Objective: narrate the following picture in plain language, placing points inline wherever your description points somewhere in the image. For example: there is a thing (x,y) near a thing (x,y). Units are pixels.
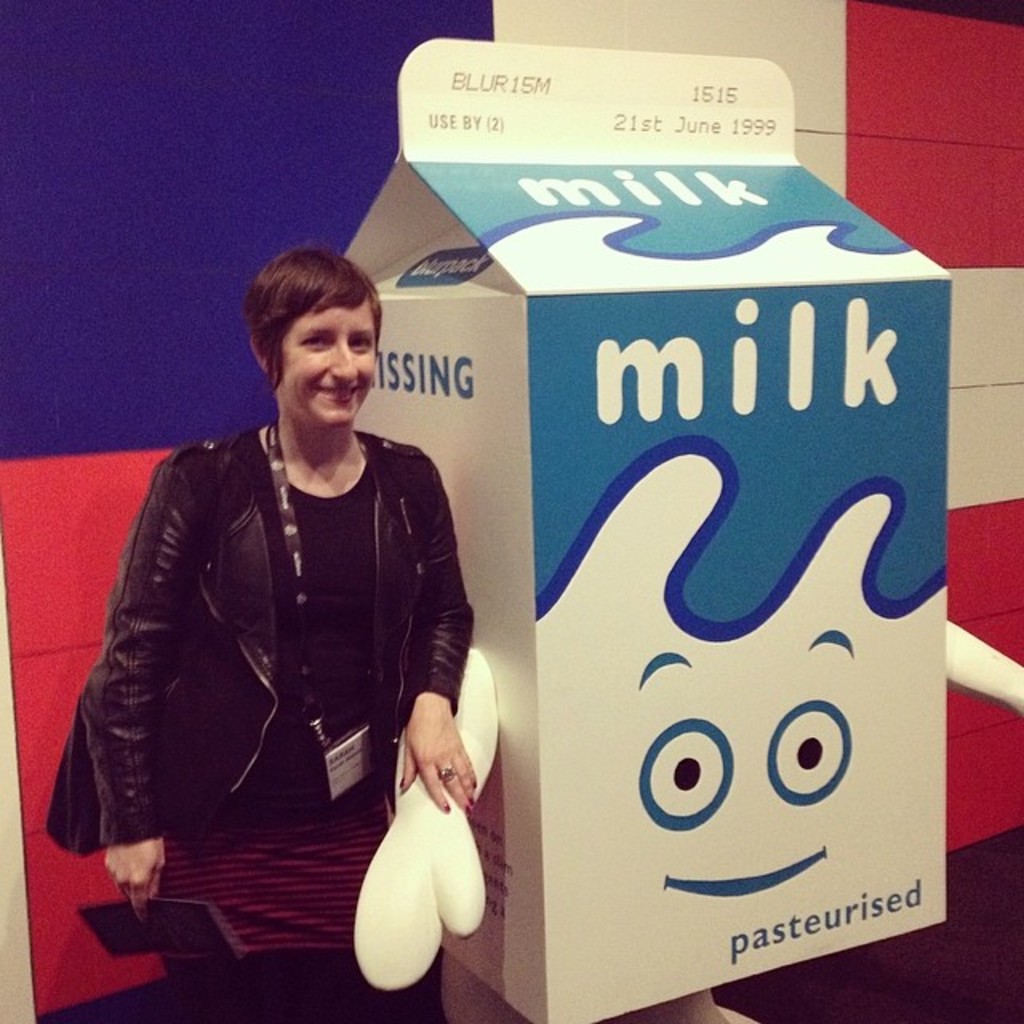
In this picture, we can see a person (409,649) holding an object (422,851), we can see the background (145,267).
